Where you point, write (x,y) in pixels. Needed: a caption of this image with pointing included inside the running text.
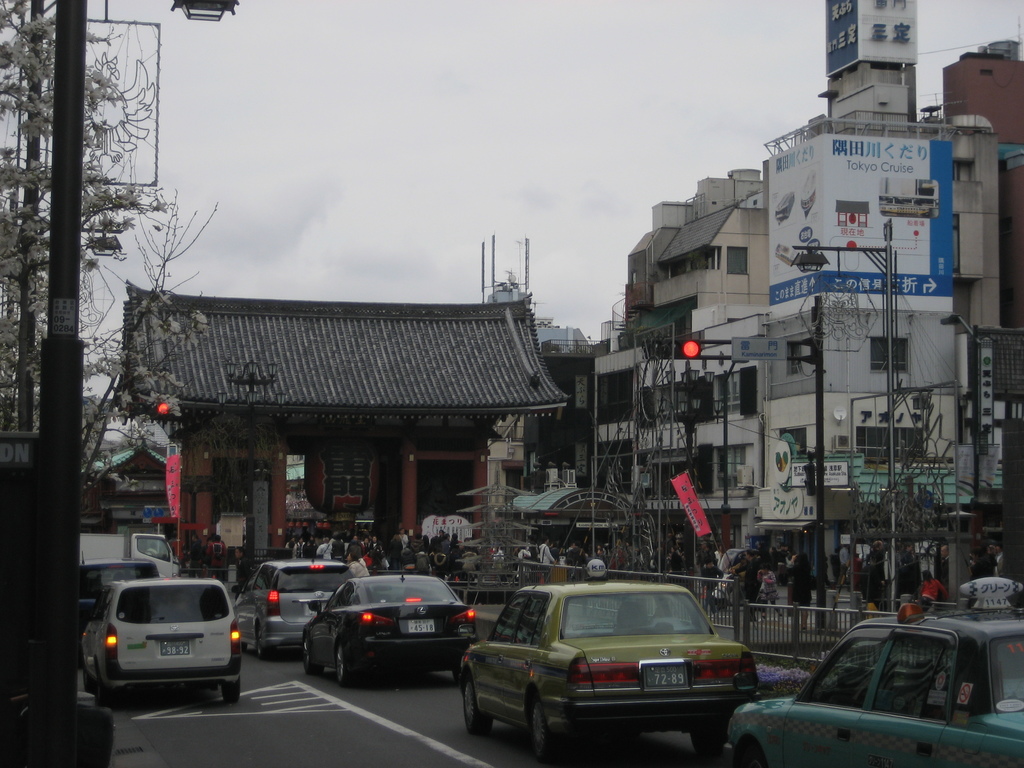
In the center of the image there is a road (418,766) on which there are vehicles (130,601). There is a house (428,442). There are people (338,547). To the right side of the image (787,538) there are buildings (761,378), light poles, traffic signals (807,484). To the left side of the image (51,648) there are poles (44,409), trees (46,52). At the top of the image (356,80) there is sky (456,89).
